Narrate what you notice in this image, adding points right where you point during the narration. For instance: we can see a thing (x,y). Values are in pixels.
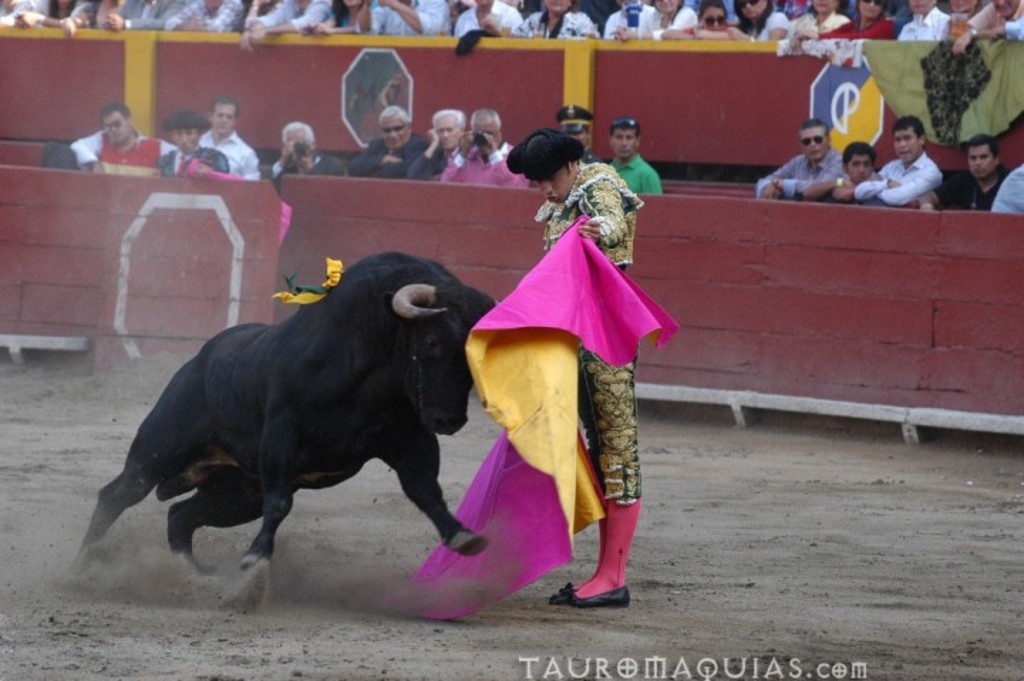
In the middle of the image (411,340) a bull (327,342) is running and there is a man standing and holding a cloth (554,289). Behind him there is a fencing (667,278). Behind the fencing (667,278) few people (953,184) are standing and watching and they are holding something in their hands (26,24).
